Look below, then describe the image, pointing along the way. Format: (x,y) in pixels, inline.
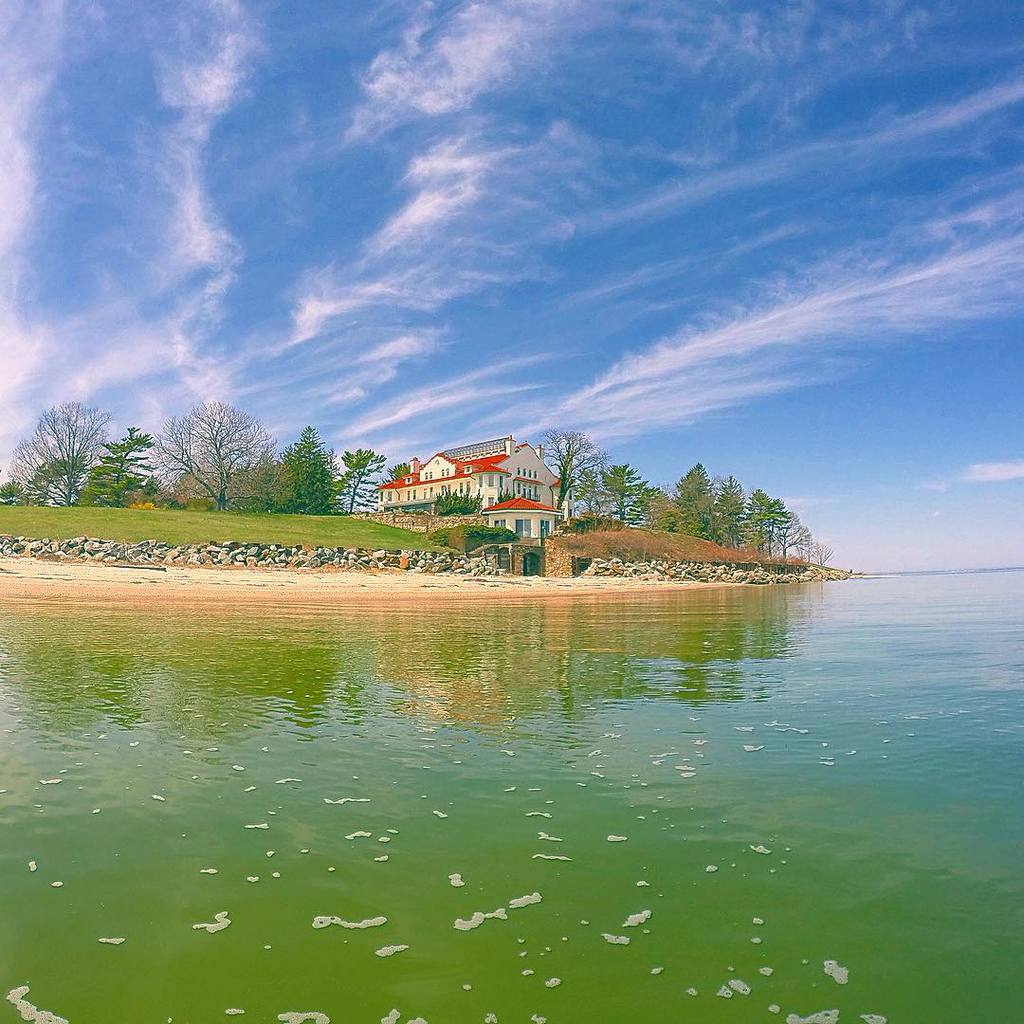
In this image I can see the water surface (518,970). I can see few stones (680,578). I can see a building (495,509). There are few trees (652,506). At the top (340,242) I can see clouds (745,356) in the sky (559,395).
